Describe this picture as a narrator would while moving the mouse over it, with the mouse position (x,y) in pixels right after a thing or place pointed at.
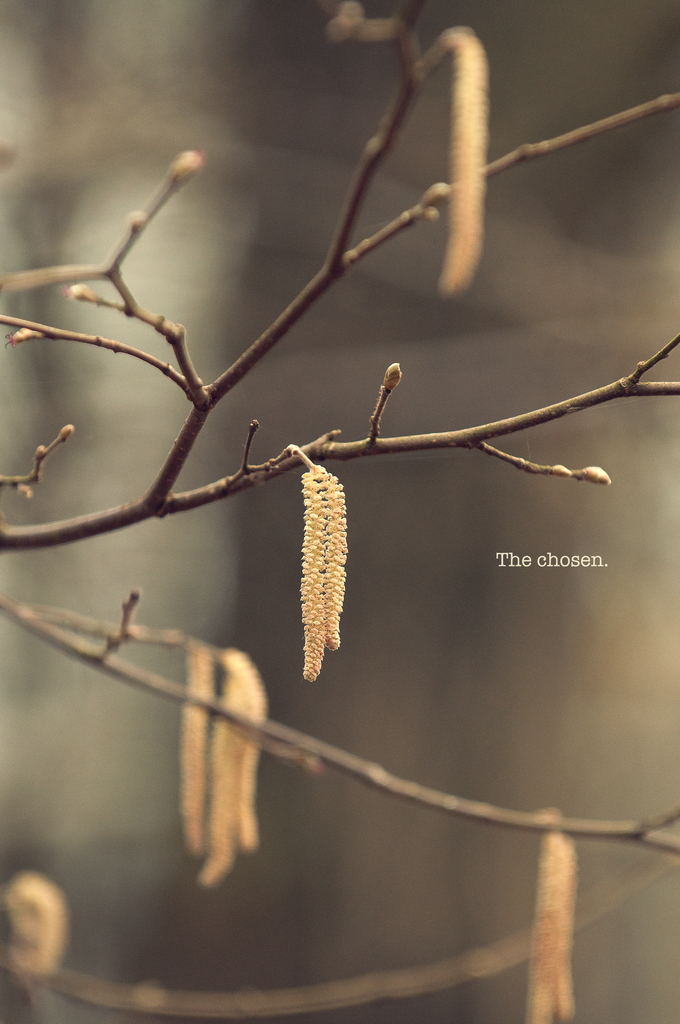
In this picture we can see flowers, branches (177,345) of a tree (249,438) and blurry background (280,789), on the right side of the image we can see some text (553,561).
